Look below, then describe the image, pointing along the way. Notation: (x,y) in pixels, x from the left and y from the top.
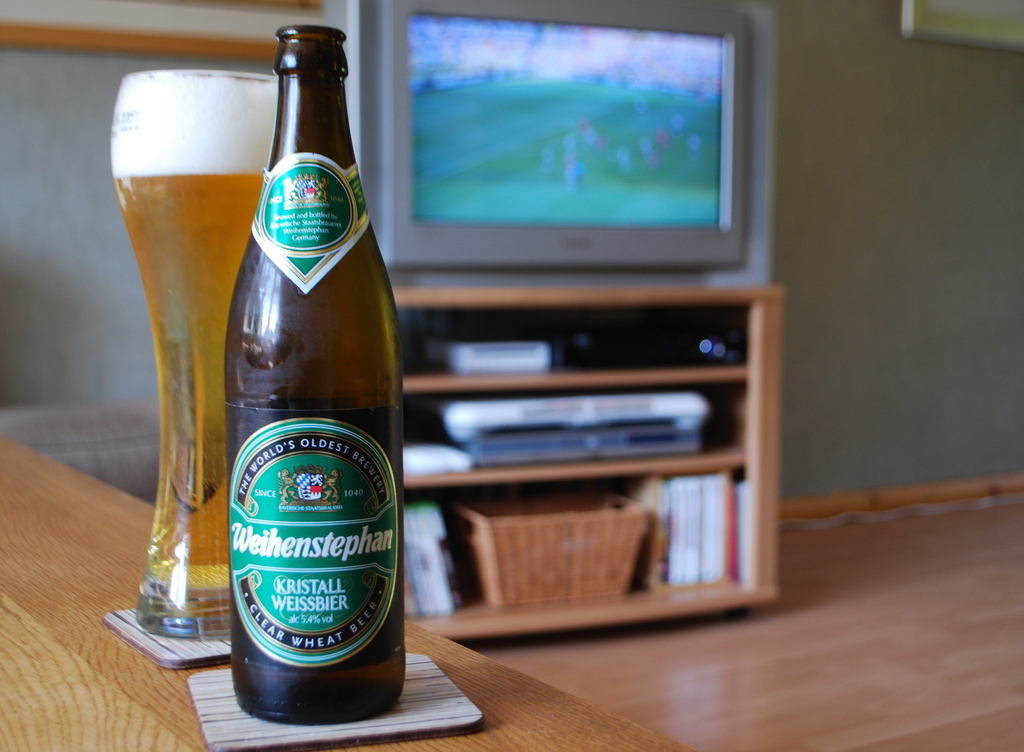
In this image there is a bottle of beer (306,351) and a glass of beer (226,473) are placed on the wooden table (39,671), in the background of the image (445,227) there is a television (586,129) on the television stand (574,377), inside the television stand (486,378) on the shelf (549,385) there is a DVD player (632,438) and some books (657,548) placed.
